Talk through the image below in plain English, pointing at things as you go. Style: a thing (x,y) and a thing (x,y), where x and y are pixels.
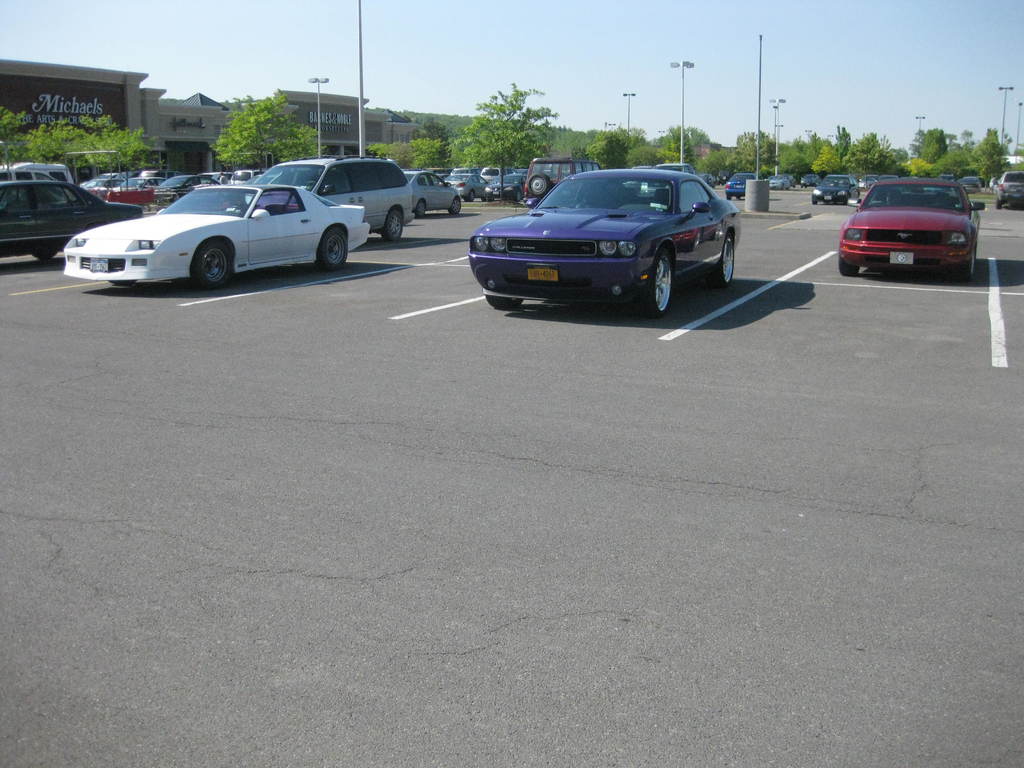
In this picture I can see many cars (40,216) which are parked in the parking (611,353). In the background (680,128) I can see the street lights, poles (761,125) and buildings (220,127). At the top (854,90) I can see the sky (34,11).
